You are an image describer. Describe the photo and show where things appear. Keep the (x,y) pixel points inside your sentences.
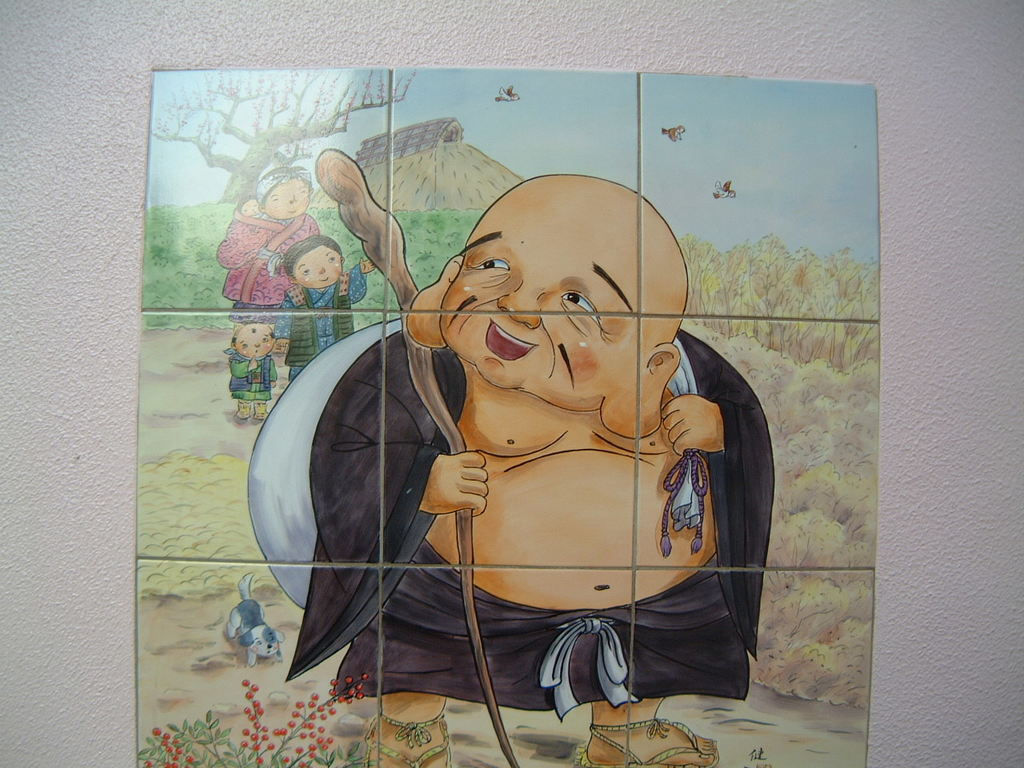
In this image in the center (531,391) there are some tiles (649,443), on the tiles (479,420) there is drawing (505,454) of people (481,509), house (502,192), trees (254,112), grass (193,278), dog (253,644), flowers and in the background (49,164) there is wall (904,127).
